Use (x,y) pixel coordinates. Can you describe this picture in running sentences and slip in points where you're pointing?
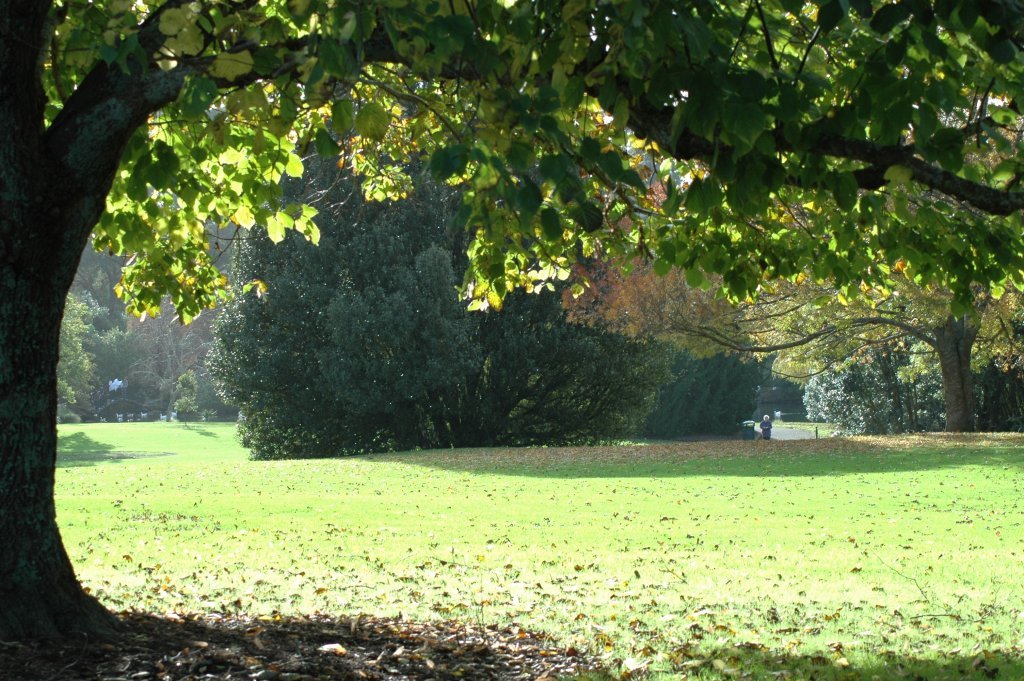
In this image we can see grass (598,601), dried leaves (371,630), and trees (711,292).
